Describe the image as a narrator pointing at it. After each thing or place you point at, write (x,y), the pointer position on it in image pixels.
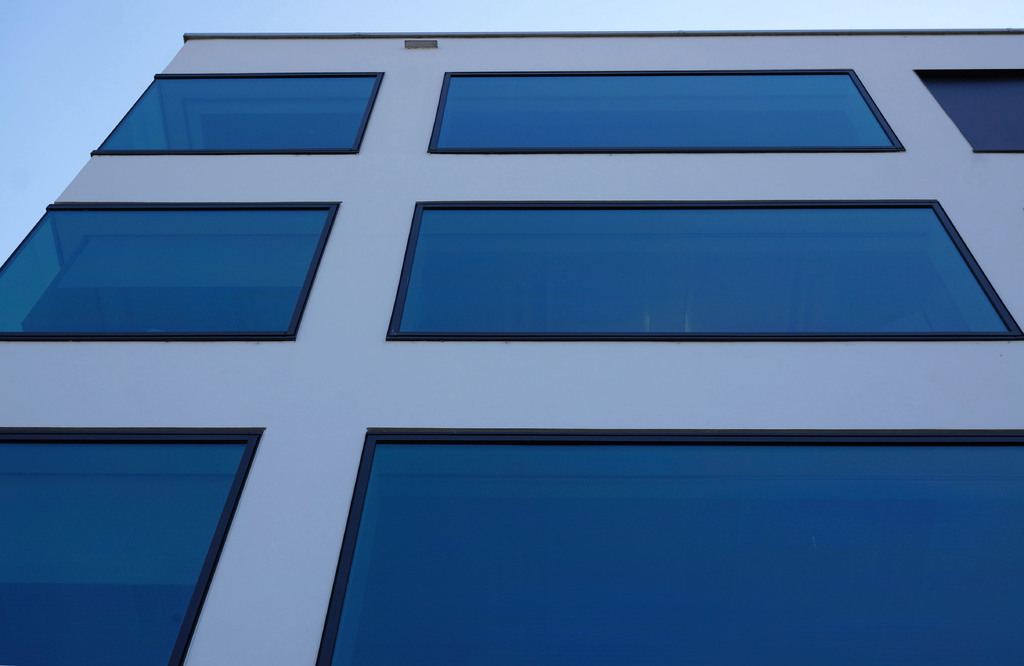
In the image there is a building (223,205) and it has blue color glass windows (609,250).
